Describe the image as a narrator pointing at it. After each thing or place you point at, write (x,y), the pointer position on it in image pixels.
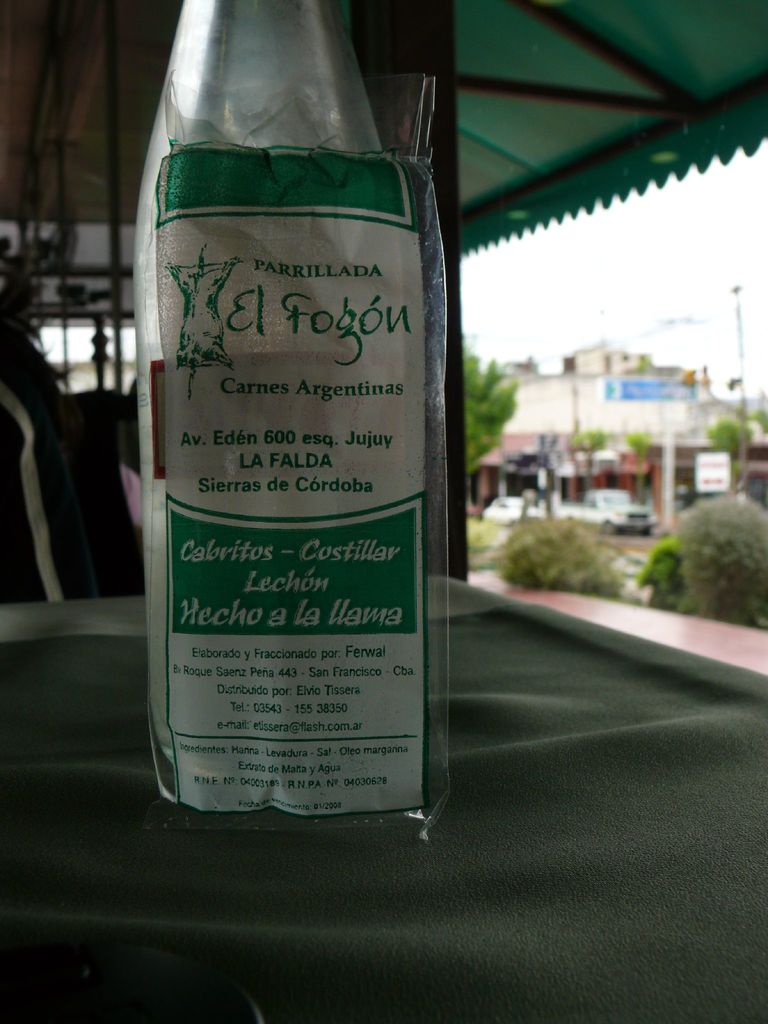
In this picture there is a bottle (278,359) on the table (250,865). On the bottle (315,614) there is a label (274,494) with text (268,611) on it. Behind the bottle (309,563) there is a pillar (447,190) and above it there is roof (529,75). In the background (597,423) there is a building (600,411), a vehicle (613,508), hedges (662,574), pole (739,342) and sky (634,284).
